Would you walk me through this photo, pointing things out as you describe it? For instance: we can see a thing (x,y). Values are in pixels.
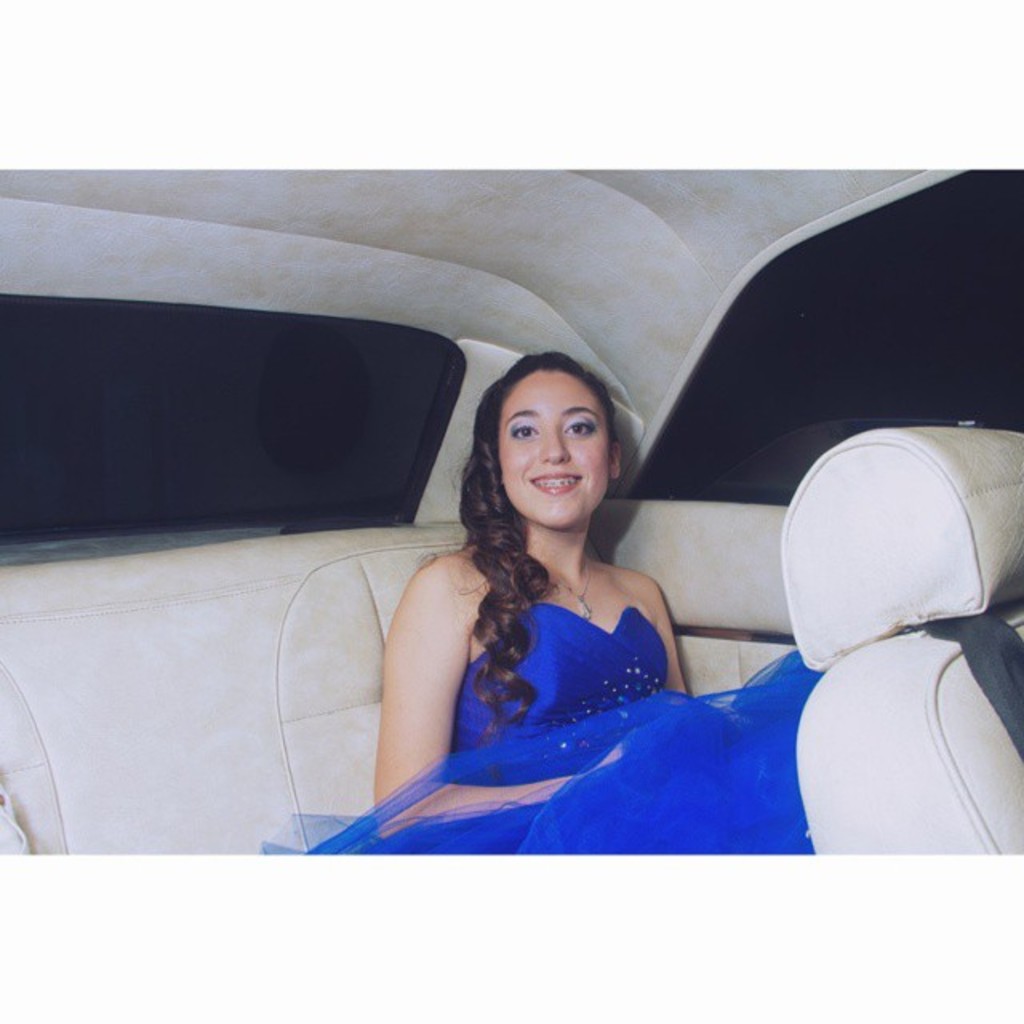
In this picture there is a woman (551,701) wearing a blue dress (562,724) is sitting in a car (36,705) and smiling.
